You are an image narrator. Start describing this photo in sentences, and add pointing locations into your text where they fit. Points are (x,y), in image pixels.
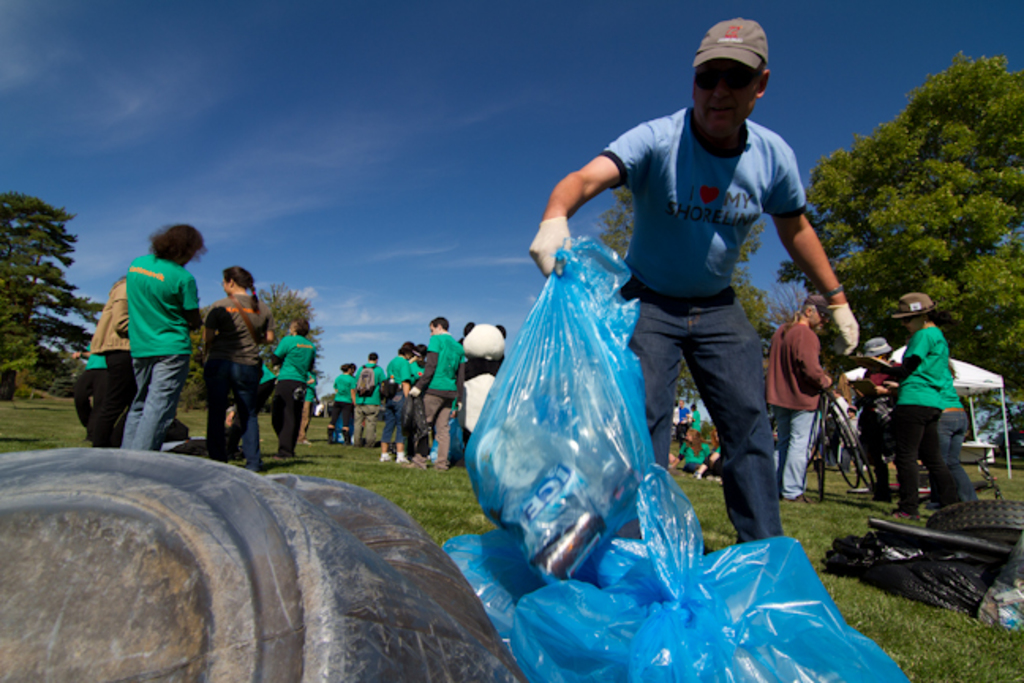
In the foreground of the picture (544,679) there are covers (659,657), trash (206,561) and a person (660,340). In the middle of the picture (449,366) there are people (403,378), mascot (484,351) and canopy (962,374). On the left (11,285) the trees (36,297). On the right (989,226) there are trees (904,282). In the background (425,123) it is sky (445,190). In the foreground of the picture (881,591) there is grass (425,521).
